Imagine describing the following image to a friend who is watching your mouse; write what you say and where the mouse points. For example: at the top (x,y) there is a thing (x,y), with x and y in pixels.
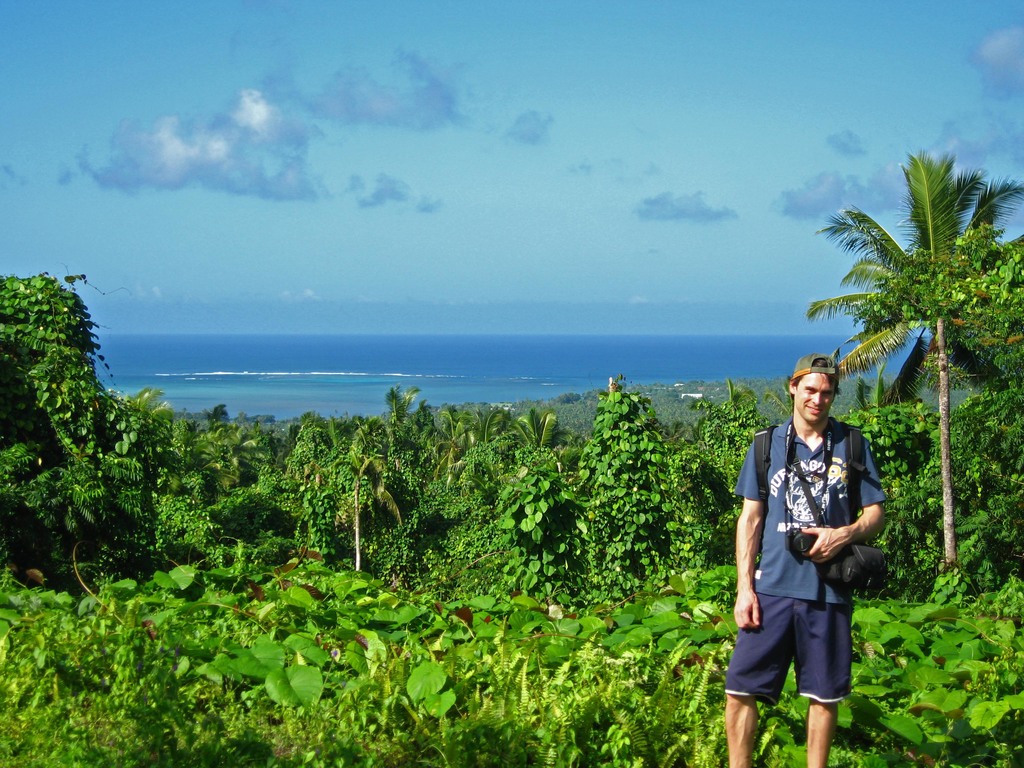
There is a person (818,439) standing in the foreground area of the image (803,505), by holding a camera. There are plants (265,563), trees (415,519), water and the sky (983,60) in the background (463,373).
